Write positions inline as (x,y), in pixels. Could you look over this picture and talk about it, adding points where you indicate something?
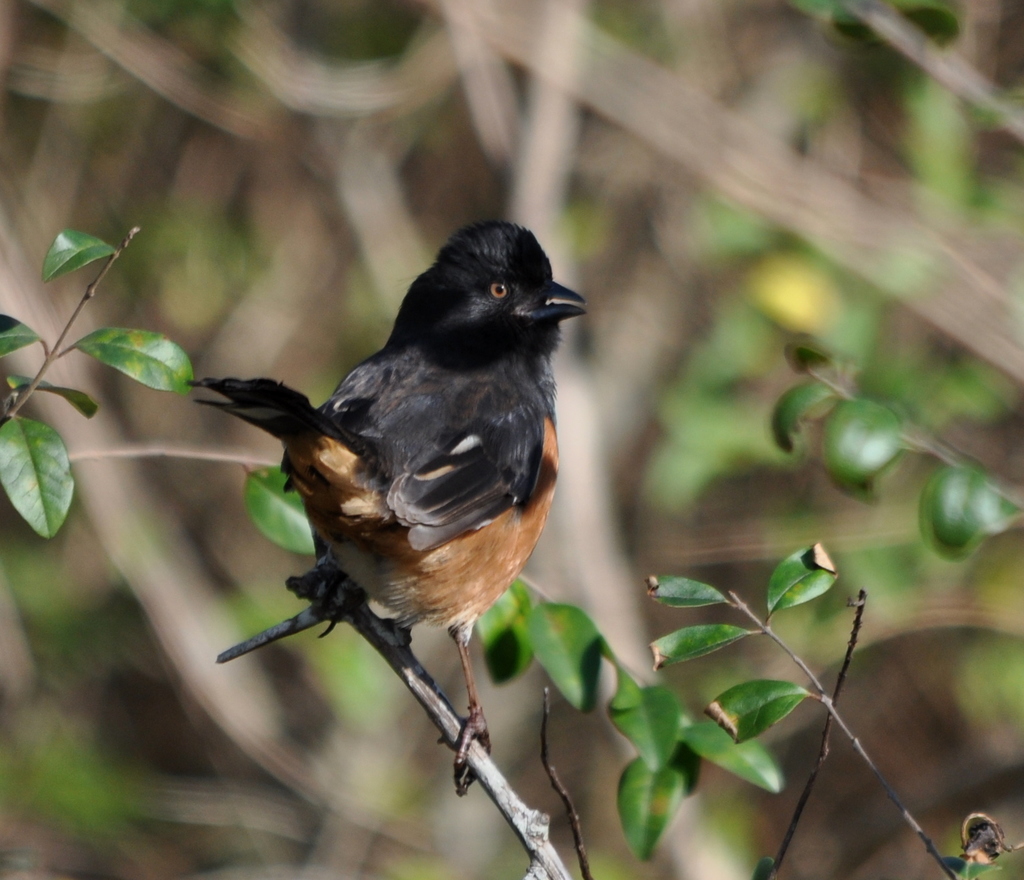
In this image I can see a bird (506,353) which is black, brown and cream in color is on a tree branch (500,777) which is ash in color. I can see few leaves (562,678) of a tree (591,678) which are green in color and the blurry background (427,792).
